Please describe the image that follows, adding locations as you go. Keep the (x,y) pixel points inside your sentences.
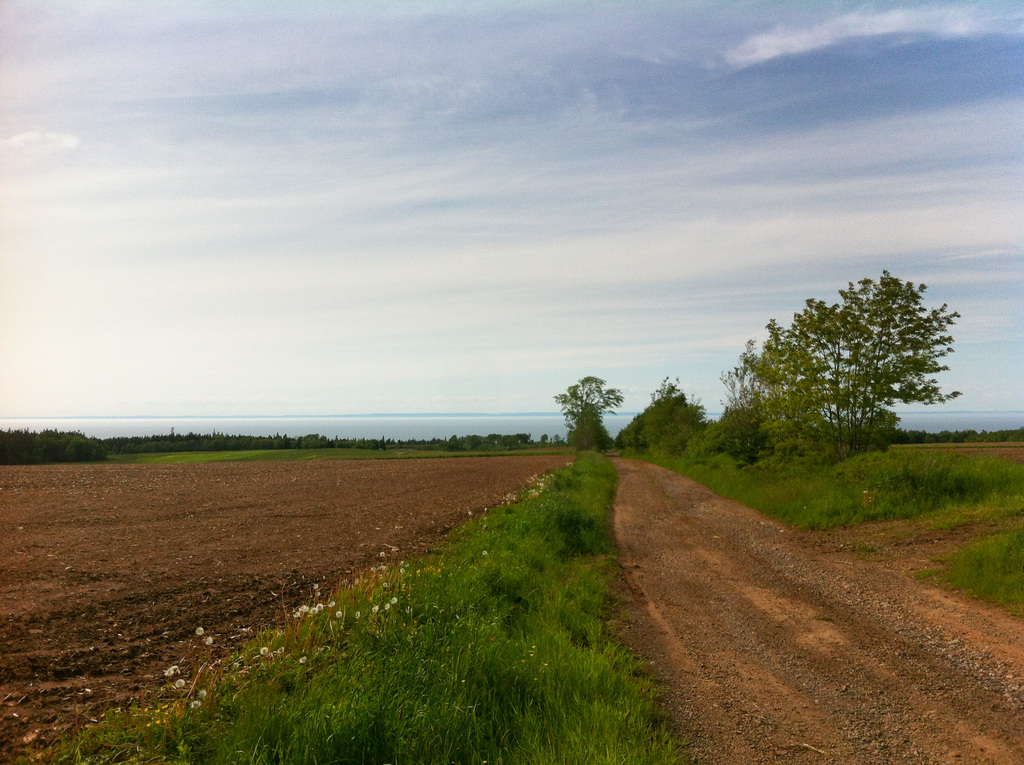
In this picture we can see grass (572,730), plants (749,448), and trees (56,433). In the background (879,241) there is sky (521,256).
